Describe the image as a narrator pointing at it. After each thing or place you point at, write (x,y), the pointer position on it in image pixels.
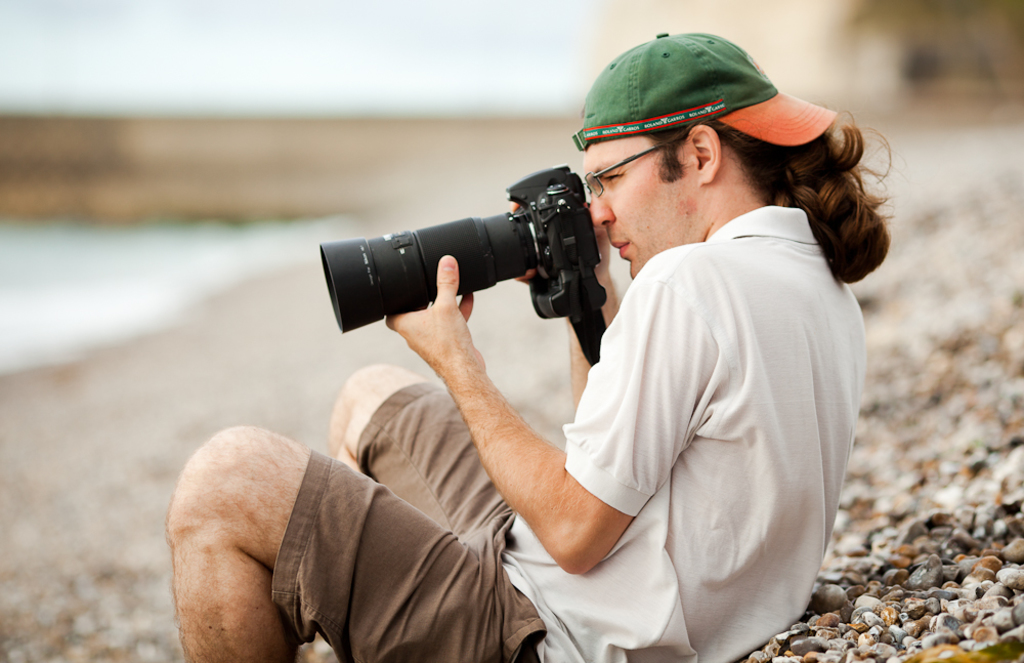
In this picture this person (410,532) sitting and holding camera (484,261) and wear cap (672,90). This is sky (228,33).
